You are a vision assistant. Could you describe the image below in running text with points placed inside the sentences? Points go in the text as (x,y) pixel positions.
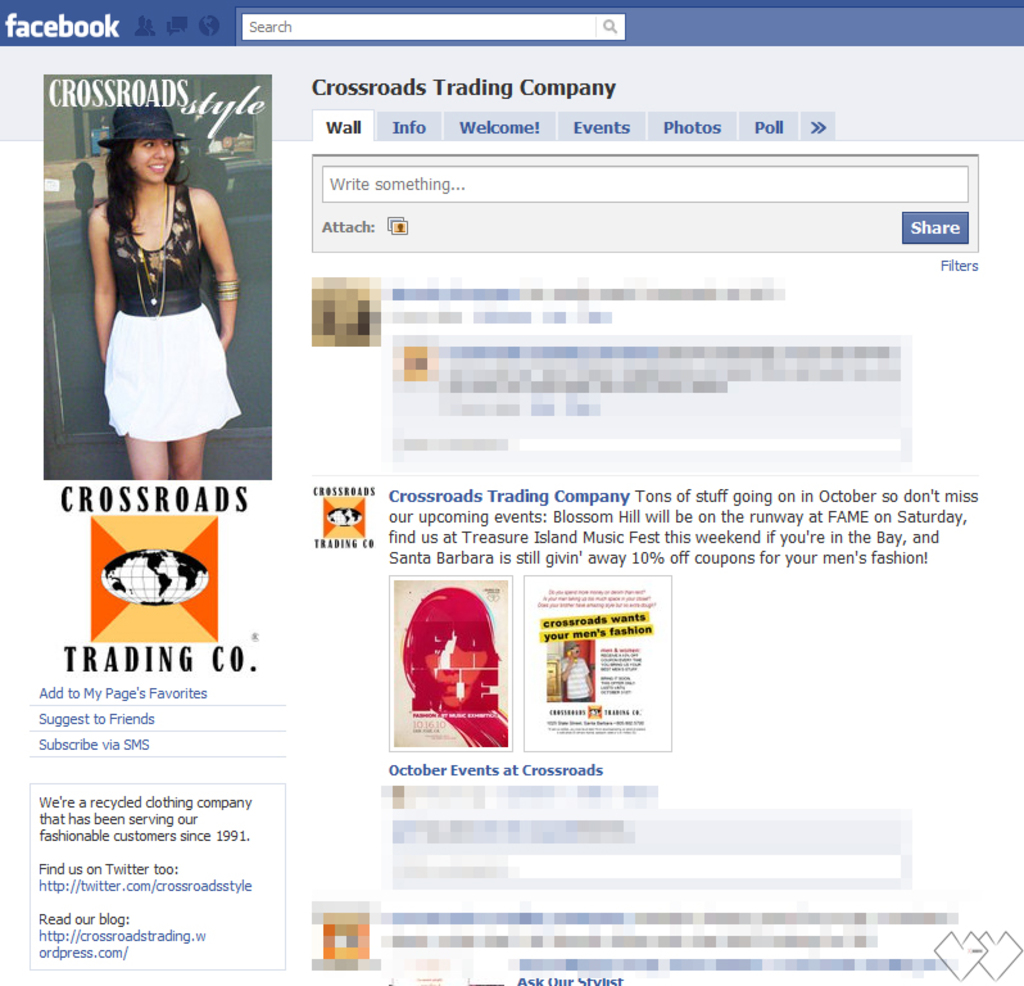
In this picture we can see a web page (218,514). There is some text (472,545), numbers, logos (170,627), search bar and a few figures (134,459).
